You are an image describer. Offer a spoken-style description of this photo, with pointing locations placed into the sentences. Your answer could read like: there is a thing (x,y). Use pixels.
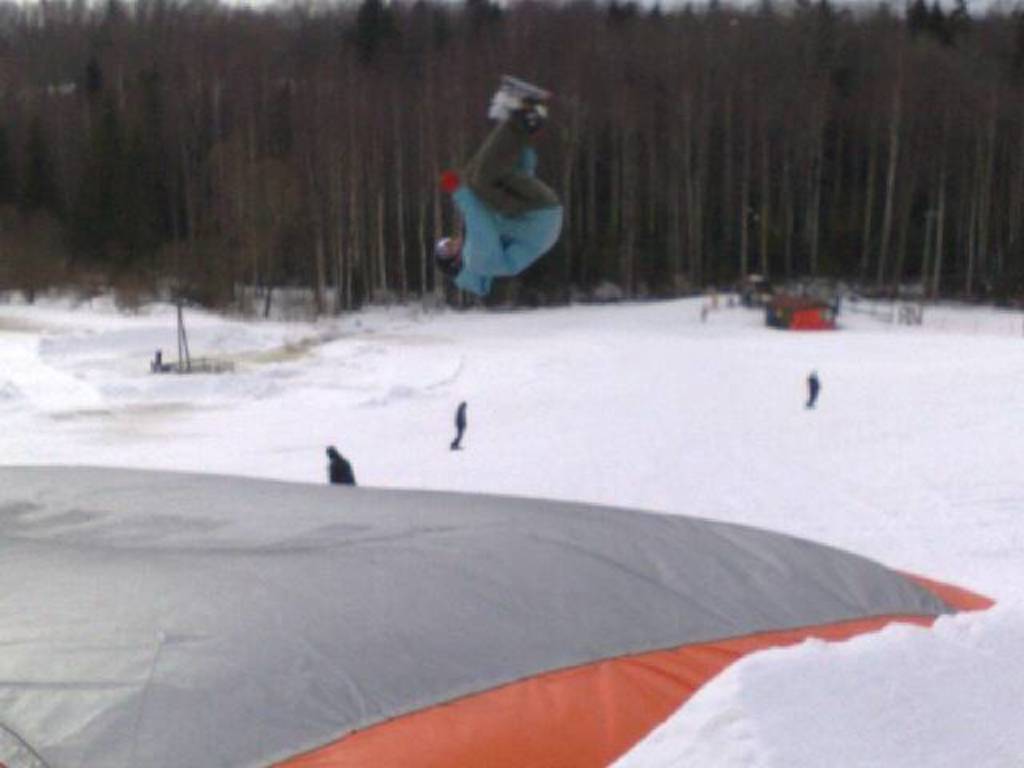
This picture is clicked outside. In the foreground (848,633) we can see there is a lot of snow (607,389) and we can see the group of persons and an object (471,675) which seems to be the cloth (650,653) and we can see a person (509,189) in the air. In the background (643,133) we can see the trees (598,62) and some other objects (762,281).
